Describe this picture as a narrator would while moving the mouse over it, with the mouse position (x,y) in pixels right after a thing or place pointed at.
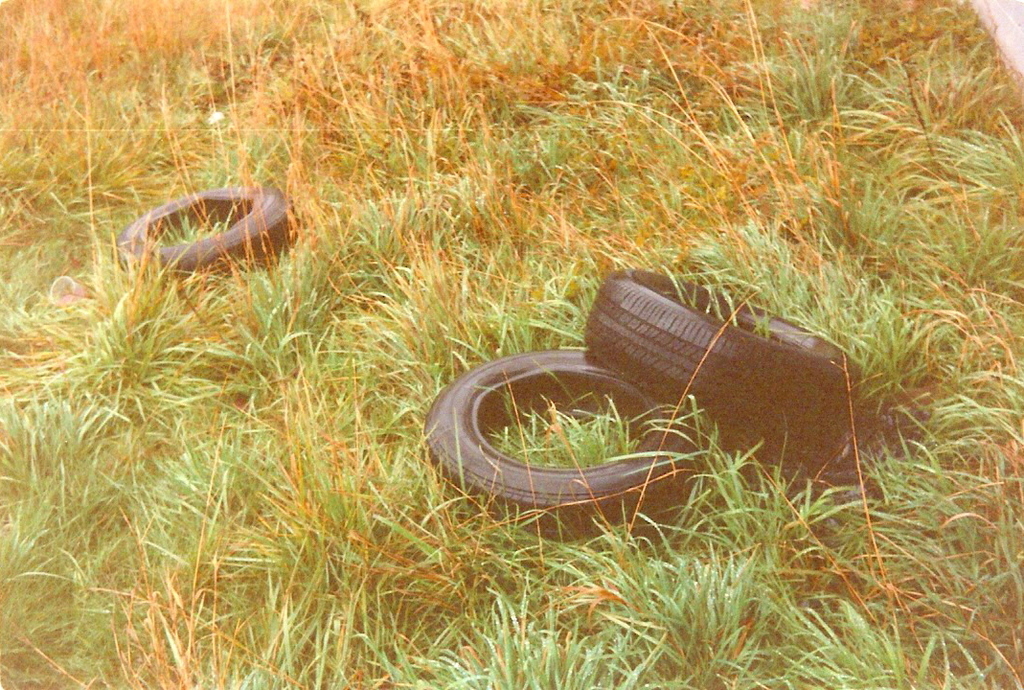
In this image we can see tires (493,366) on the grass (391,220).
